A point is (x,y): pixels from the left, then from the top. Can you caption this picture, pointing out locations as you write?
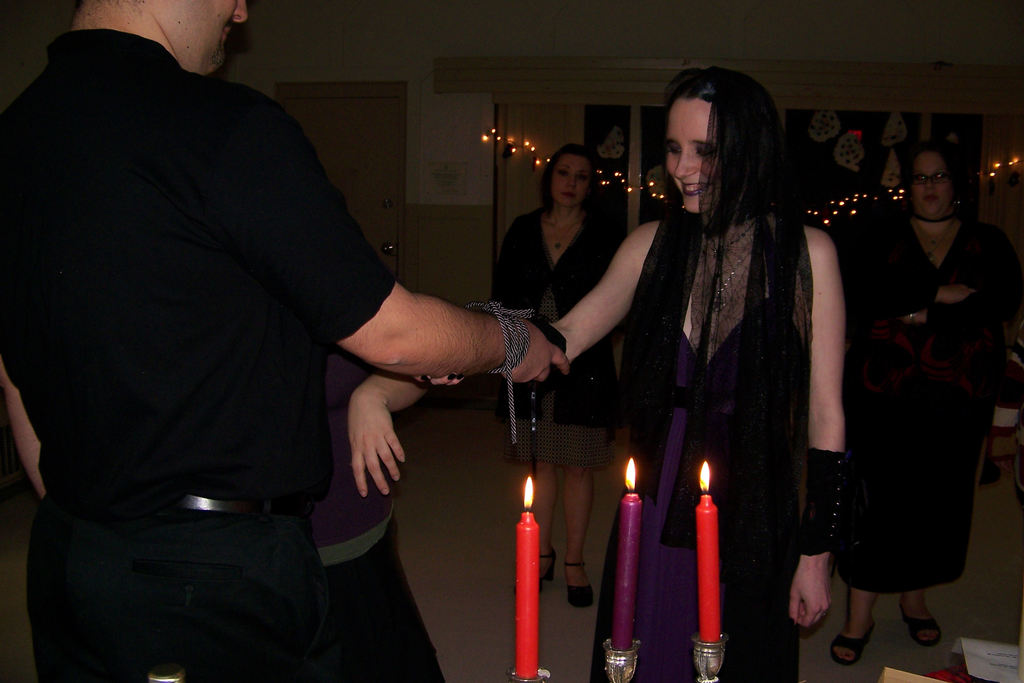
On the left side (261,179), there is a person (140,187) in black color dress (195,335), holding a hand (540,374) of a woman (664,243) who is in black color dress (760,375). Beside this woman (721,412), there are three candle lights (531,531) arranged. In the background (870,205), there are lights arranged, there are other persons (571,147) and there is a door (335,145) of a building (330,155).
